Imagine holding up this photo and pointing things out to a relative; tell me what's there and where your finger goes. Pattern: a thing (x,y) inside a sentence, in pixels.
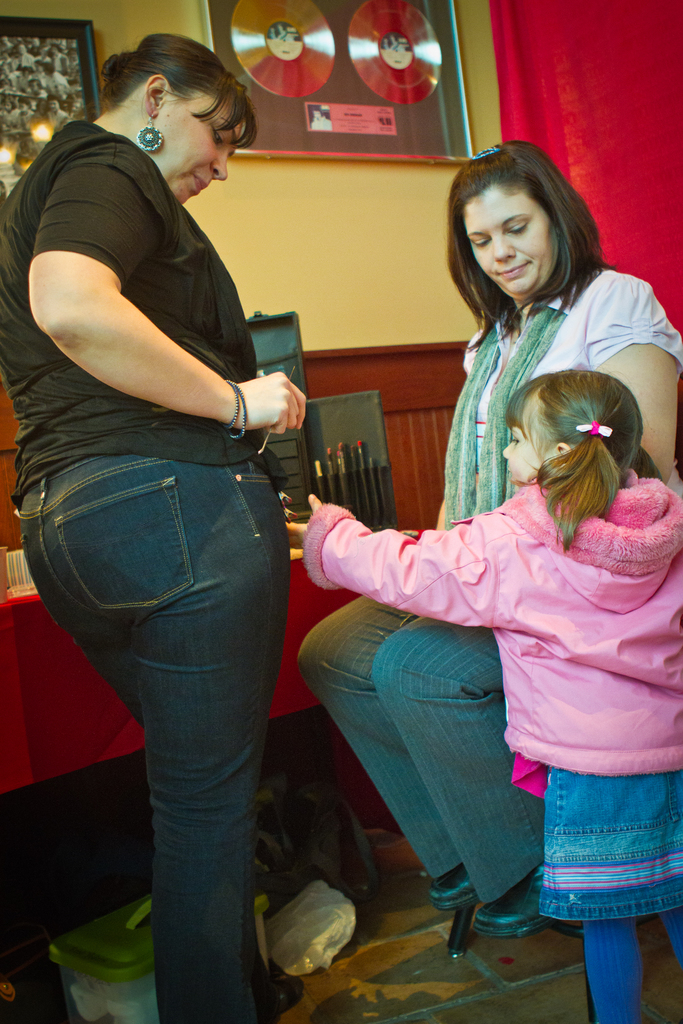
In this image we can see two women (499,414) and one girl (502,654). One woman (252,436) is wearing black color t-shirt (143,422) with jeans (206,630). The other woman (569,331) is wearing white color top (568,350), green scarf (468,479), pant (462,639) and she is sitting. The girl (581,661) is wearing pink color jacket (599,690). Background of the image (359,284), frames (327,122) are attached to the wall (317,260), red color curtain (509,41) is there and we can see one table (70,680).
